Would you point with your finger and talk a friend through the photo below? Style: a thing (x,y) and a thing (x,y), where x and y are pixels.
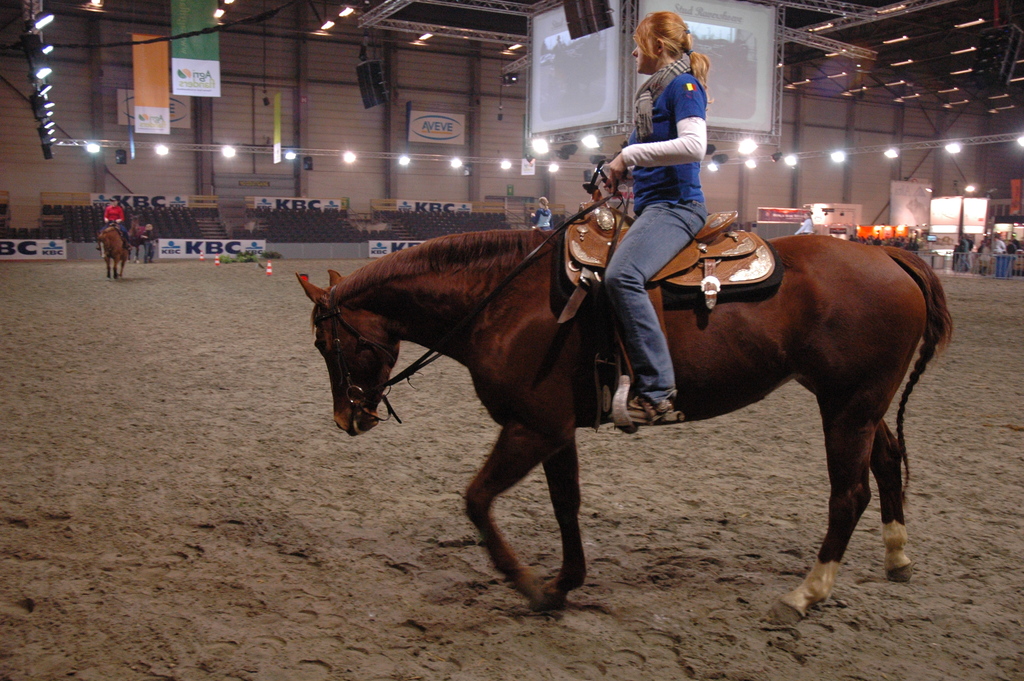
There is a person (643,93) sitting on a horse (746,319). On the ground (378,448) there is sand (931,525). In the back (365,122) there is a wall (365,122). There are seats (295,216), banners (423,205), lights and screens (693,42). Also there are horses (107,253).
